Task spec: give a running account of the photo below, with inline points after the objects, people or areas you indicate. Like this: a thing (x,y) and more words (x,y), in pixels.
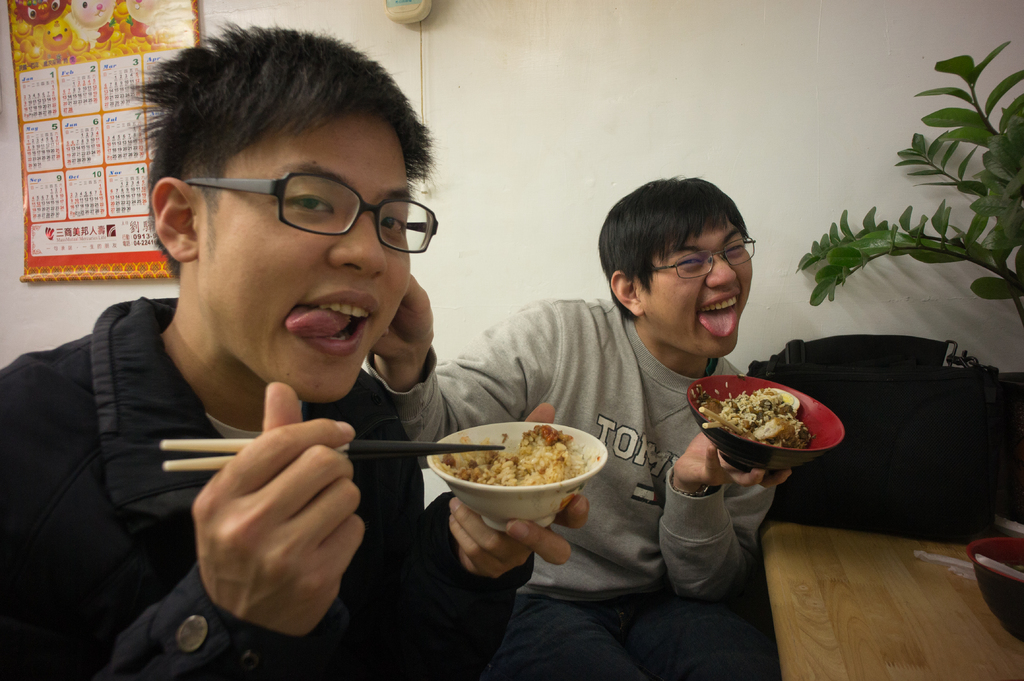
In this image, on the right side (927,651) there is a table (821,570) which is in yellow color, There are two boys (647,468) sitting and holding a bowls (711,439) which contains food (515,465), In the background (952,238) there is a plant (975,222) which is in green color, There wall (581,123) which is in white color, In the left side of the image (69,134) there is a calendar (72,89) which is in yellow color.
